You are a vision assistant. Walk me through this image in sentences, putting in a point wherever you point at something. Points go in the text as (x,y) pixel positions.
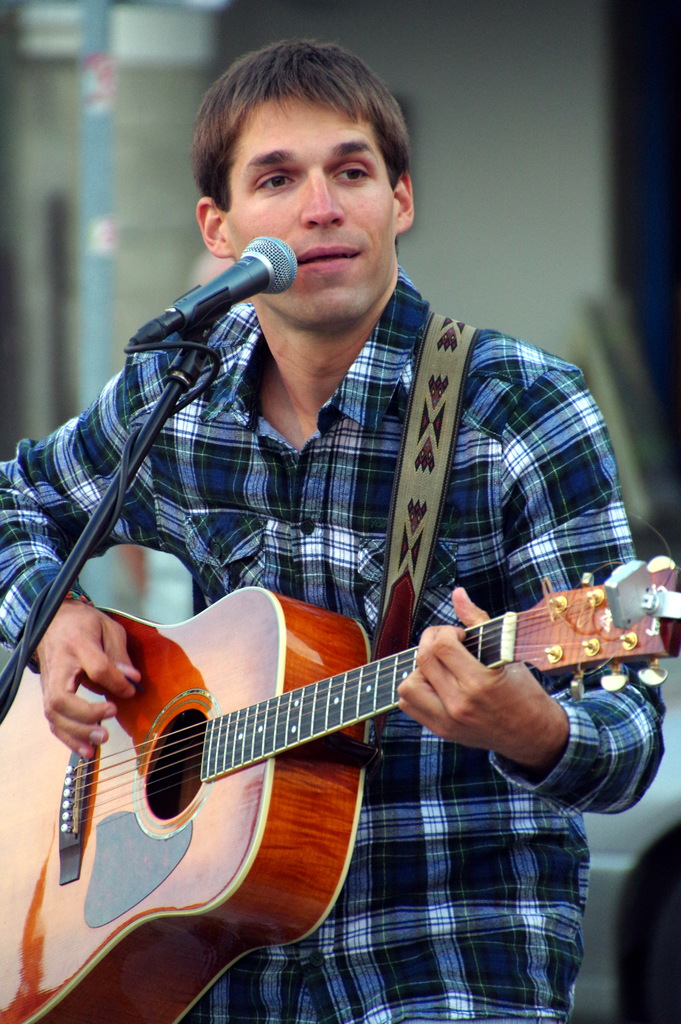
this picture shows a man (526,987) playing a guitar (17,995) and singing with the help of a microphone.
